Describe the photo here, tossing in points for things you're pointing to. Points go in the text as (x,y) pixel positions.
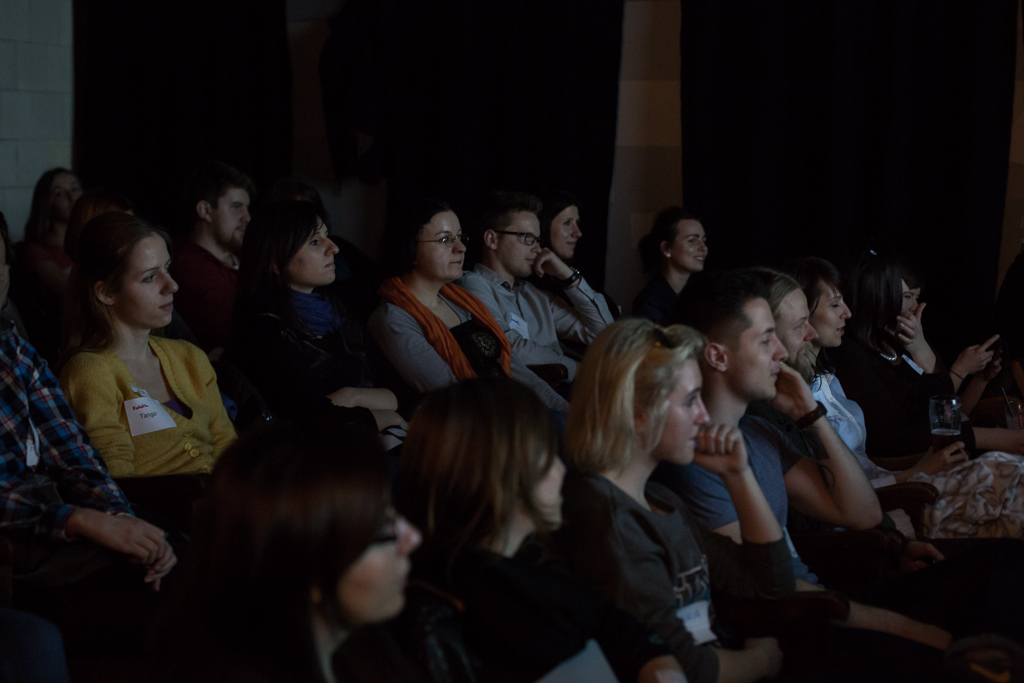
In this picture we can see all the persons (458,457) sitting on the chairs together wearing some id cards (138,421).
